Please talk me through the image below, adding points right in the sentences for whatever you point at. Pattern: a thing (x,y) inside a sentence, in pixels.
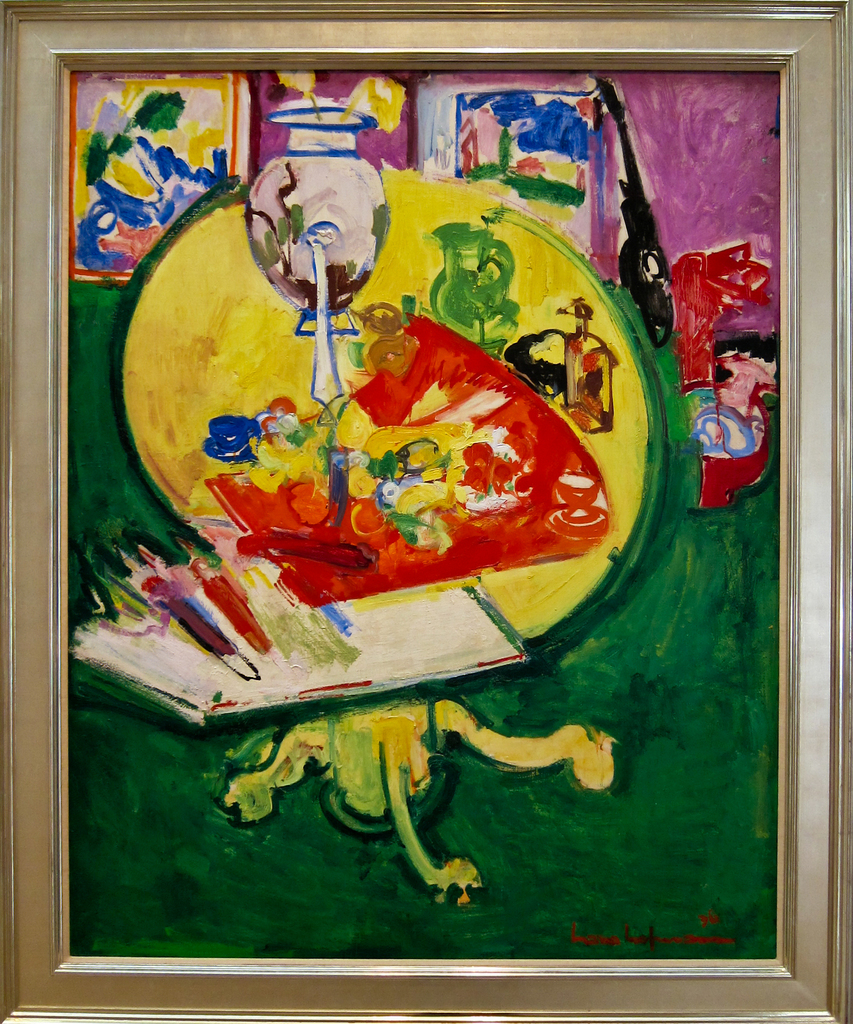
The picture consists of a painting (410,373).
